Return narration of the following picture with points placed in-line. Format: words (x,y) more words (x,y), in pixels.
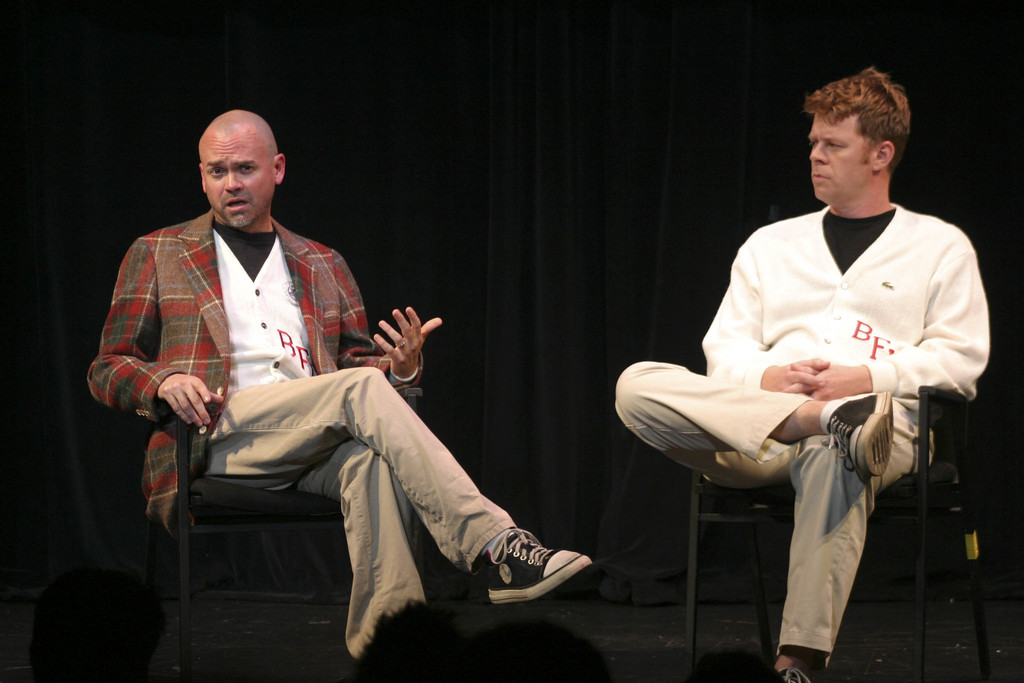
In this image, we can see two men (761,412) sitting on the chairs (225,516). In the background (532,109), we can see a curtain (382,77).
